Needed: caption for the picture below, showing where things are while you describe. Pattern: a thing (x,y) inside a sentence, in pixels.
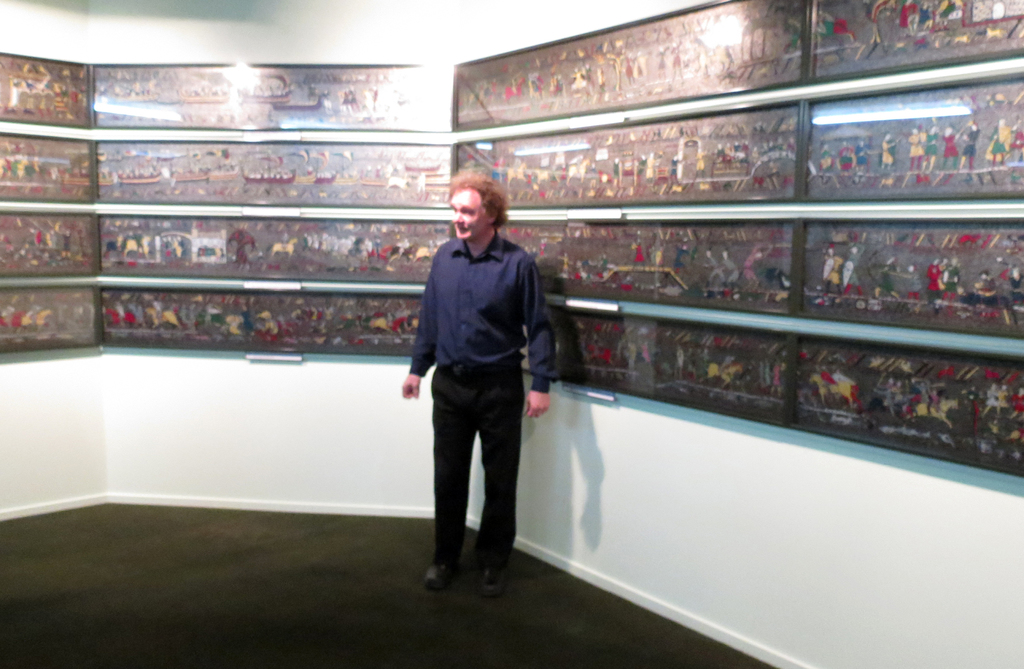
In this image I can see a person (529,325) standing. He is wearing a purple color shirt (444,317) and a black pant (452,470). In the background (449,188) there are frames (722,187) with some paintings (752,188) inside them. And also a wall (446,39) can be seen.
